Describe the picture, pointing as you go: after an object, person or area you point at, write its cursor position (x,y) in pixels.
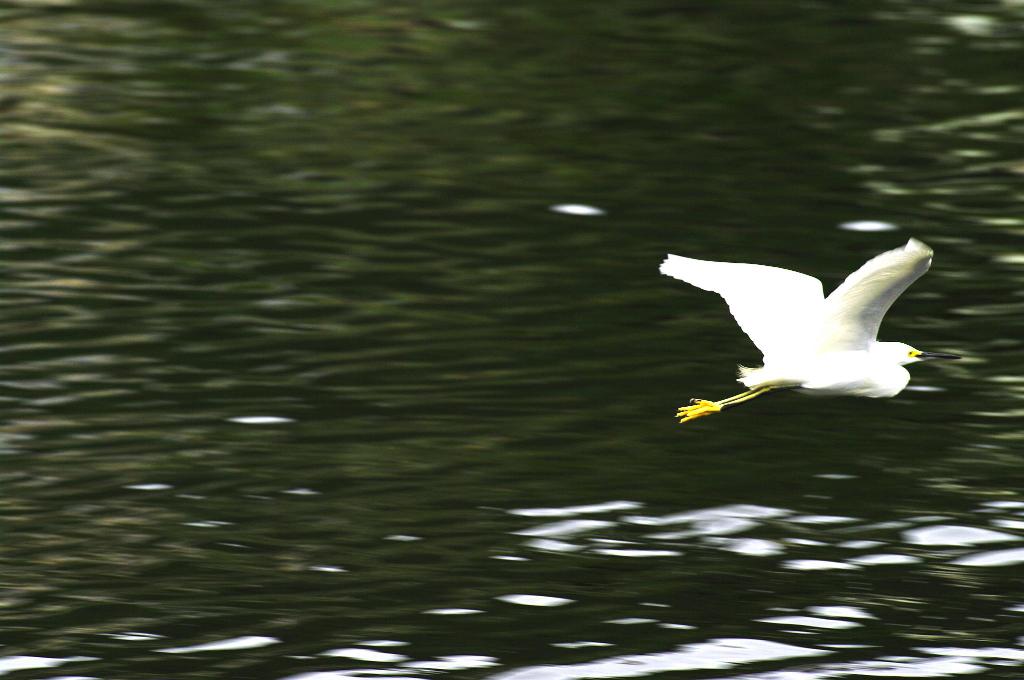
In this image I can see a bird (801,347) flying in the air. The bird (756,322) is in white and yellow color. In the background (403,249) I can see the water (380,375).
